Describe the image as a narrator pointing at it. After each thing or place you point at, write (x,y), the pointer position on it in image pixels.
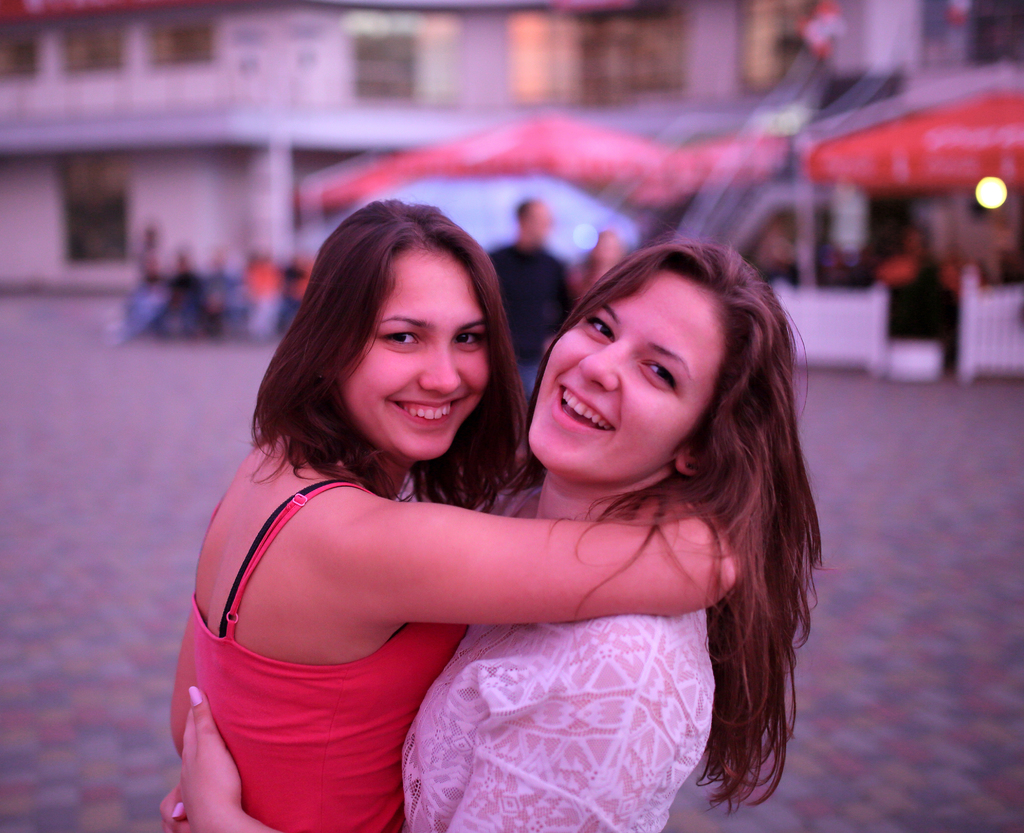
In the middle of this image (671,510), there are two women (524,485) in different color dresses (208,655), smiling and hugging. In the background (319,190), there are persons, umbrellas (969,158) and buildings (262,139). And the background (819,249) is blurred.
